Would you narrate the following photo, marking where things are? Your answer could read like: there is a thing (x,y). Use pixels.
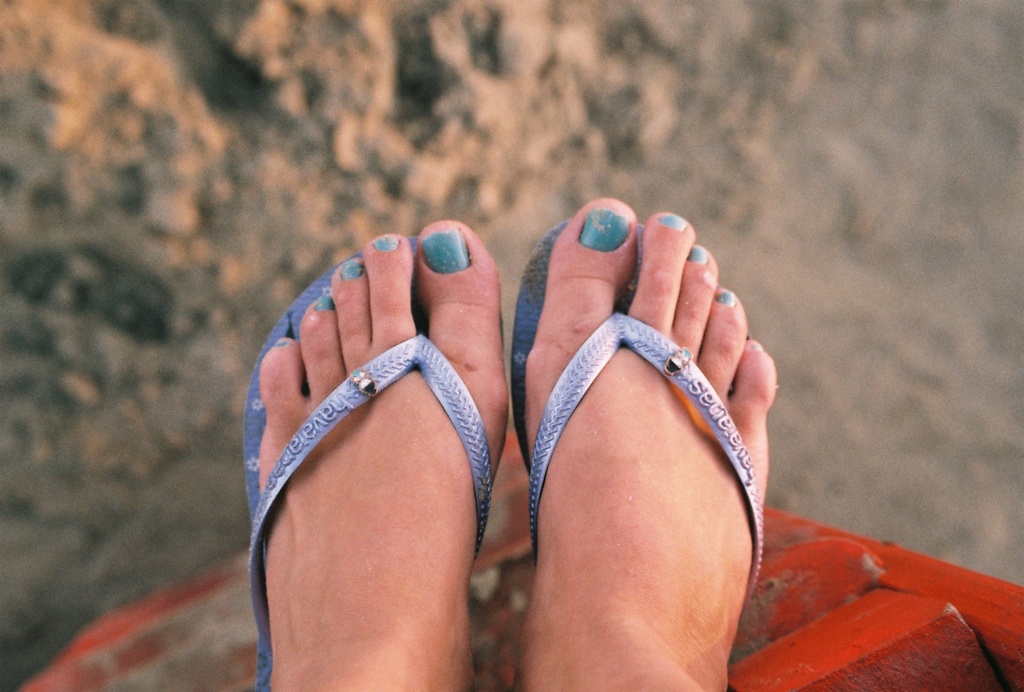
In this image I can see the person's legs (415,498) wearing the blue color footwear (450,400). I can see the legs (625,535) are on the red color object (807,613) and there is a blurred background (483,96).
